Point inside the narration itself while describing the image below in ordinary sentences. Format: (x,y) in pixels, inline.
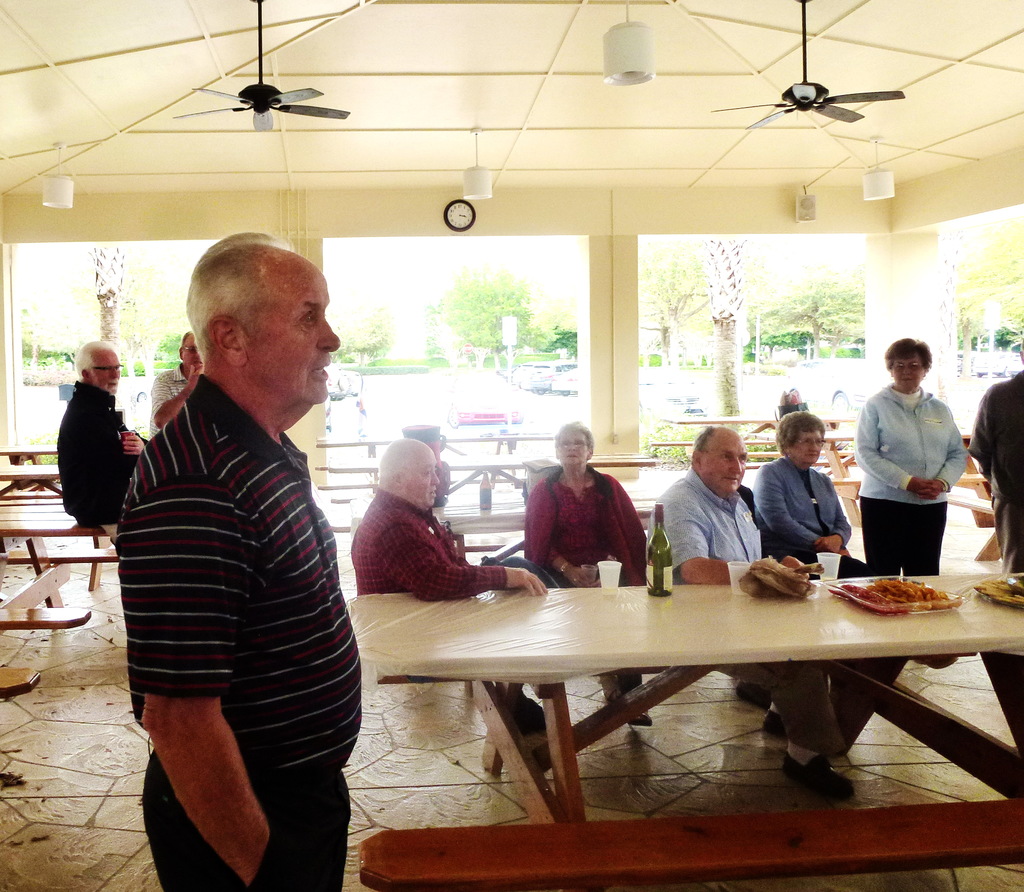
In the image there are group of people (598,491). There is a man (302,497) who is standing on left side (286,524) and some people (793,530) are sitting on bench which is behind the table (460,601). On table (512,605) we can see a glass (613,578), bottle (664,543), tray (902,604) with some food (904,590) on top (575,54) there are two fans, roof (751,85), lights (489,187). In background (582,296) we can see a watch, trees (513,295), pillar (594,375).
